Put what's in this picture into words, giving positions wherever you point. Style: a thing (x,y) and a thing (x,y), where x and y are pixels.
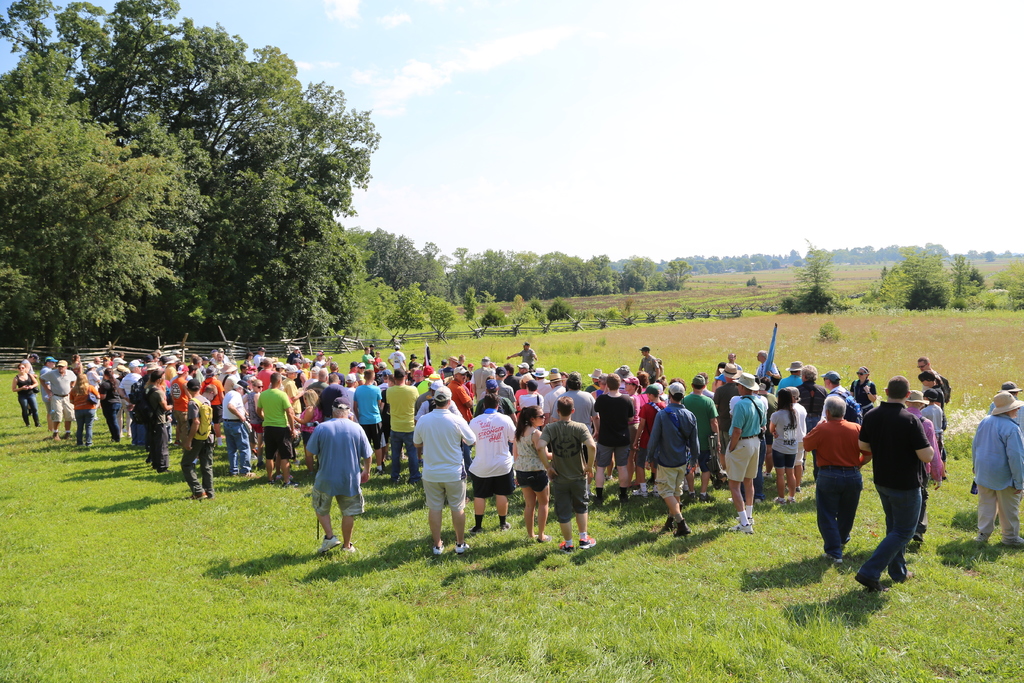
In this image there are many people (513,440) standing on the grass (498,576). Image also consists of many trees (983,256). There is also fence (237,341). At the top (433,107) there is sky (441,59).
